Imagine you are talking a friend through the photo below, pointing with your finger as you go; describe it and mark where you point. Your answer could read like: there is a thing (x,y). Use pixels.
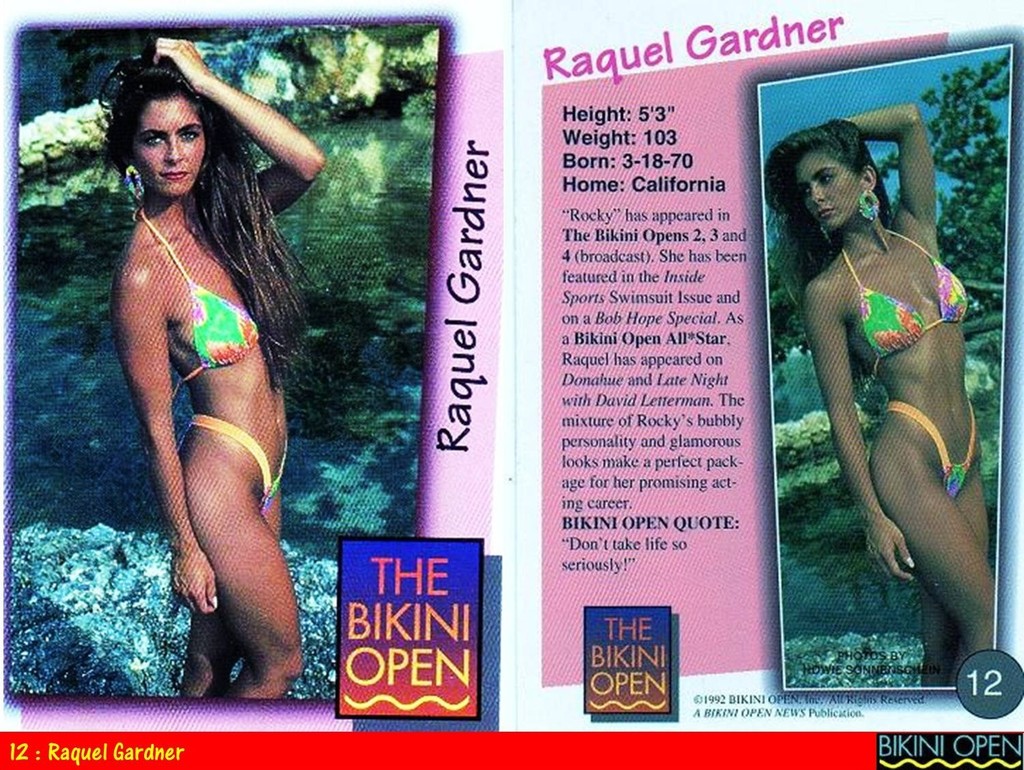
This picture contains a poster (485,282). On the left side (267,286), we see a woman (288,327) is standing and she is posing for the photo. Behind her, we see water (326,329). In the middle of the picture (630,322), we see some text (677,379) written. On the right side (923,548), we see the woman (861,307) is posing for the photo. Behind her, we see the trees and water (862,510). At the bottom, it is red in color.
